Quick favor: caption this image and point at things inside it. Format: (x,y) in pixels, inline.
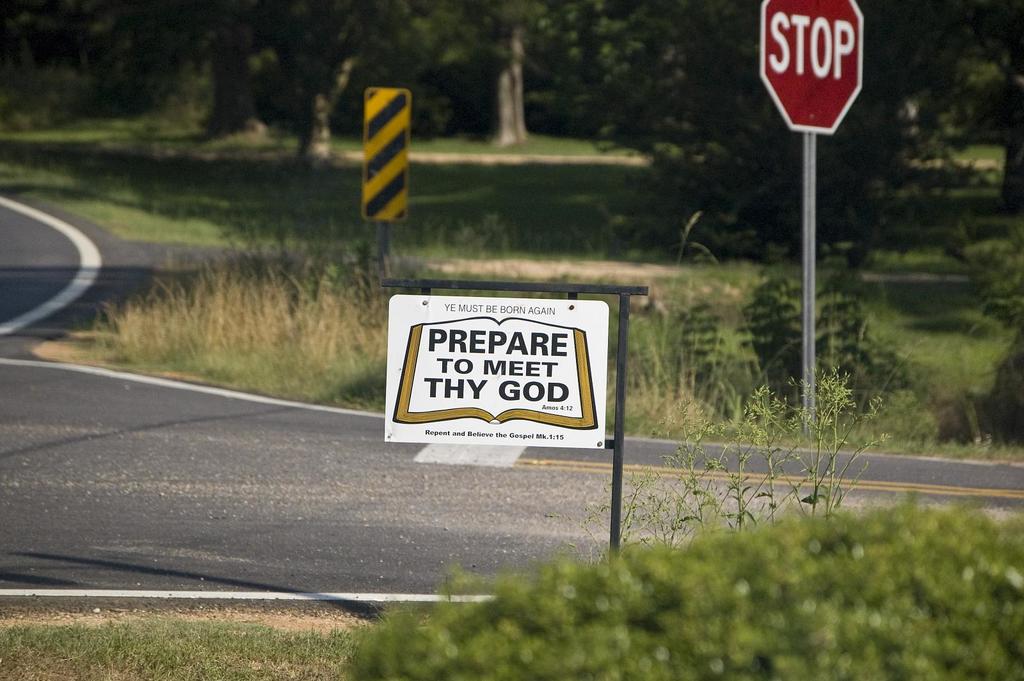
In this image I see the road (32,236) and I see the grass (640,323) and few plants (906,563) and I see 2 boards (603,343) on which something is written. In the background (353,35) I see the trees (578,107) and I see the yellow and black board (387,148) over here.
